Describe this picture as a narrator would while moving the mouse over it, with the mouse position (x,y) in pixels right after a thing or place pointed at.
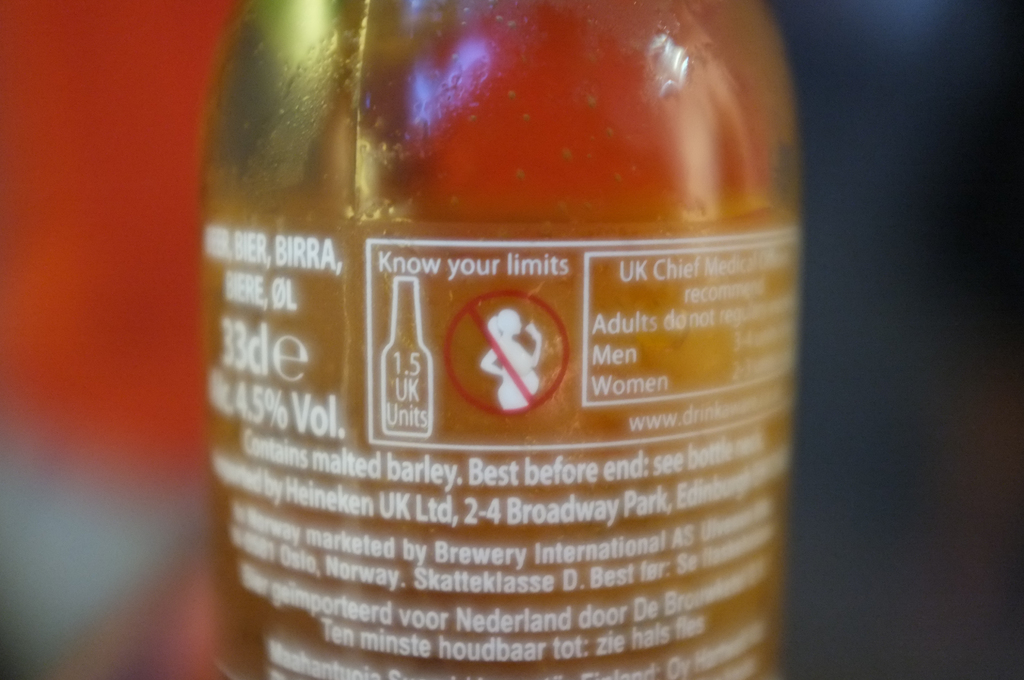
In this image in the center (483,310) there is a bottle (400,386) with some text (466,469) written on it.
